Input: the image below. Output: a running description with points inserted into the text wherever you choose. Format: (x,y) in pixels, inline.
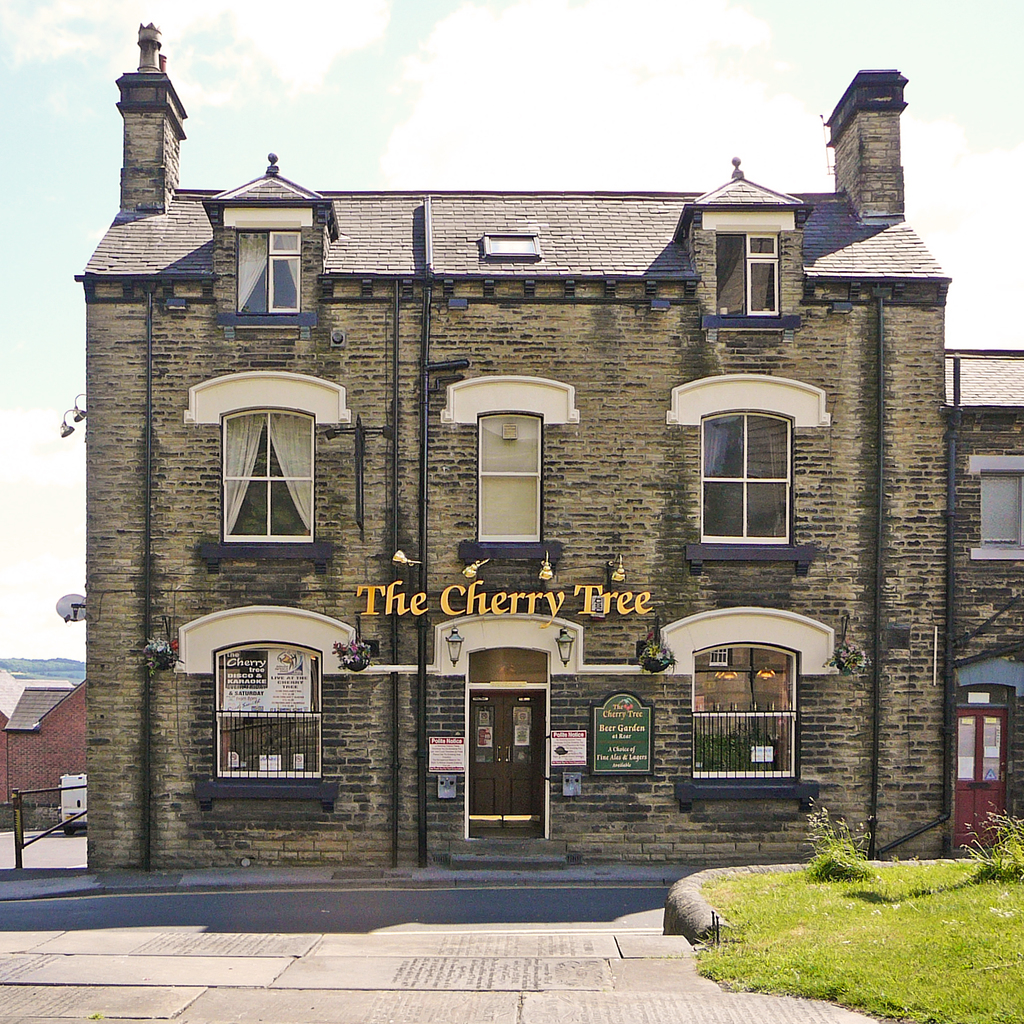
In the foreground of a picture there are shrubs (822,867), grass (957,902) and pavement (29,993). In the center of the picture (521,560) there is a building (121,687). In the background (43,698) there are houses (50,732), van (69,809) and road (77,836), it is towards left (76,796). At the top (564,90) it is sky (943,243), sky (826,87) is sunny.
